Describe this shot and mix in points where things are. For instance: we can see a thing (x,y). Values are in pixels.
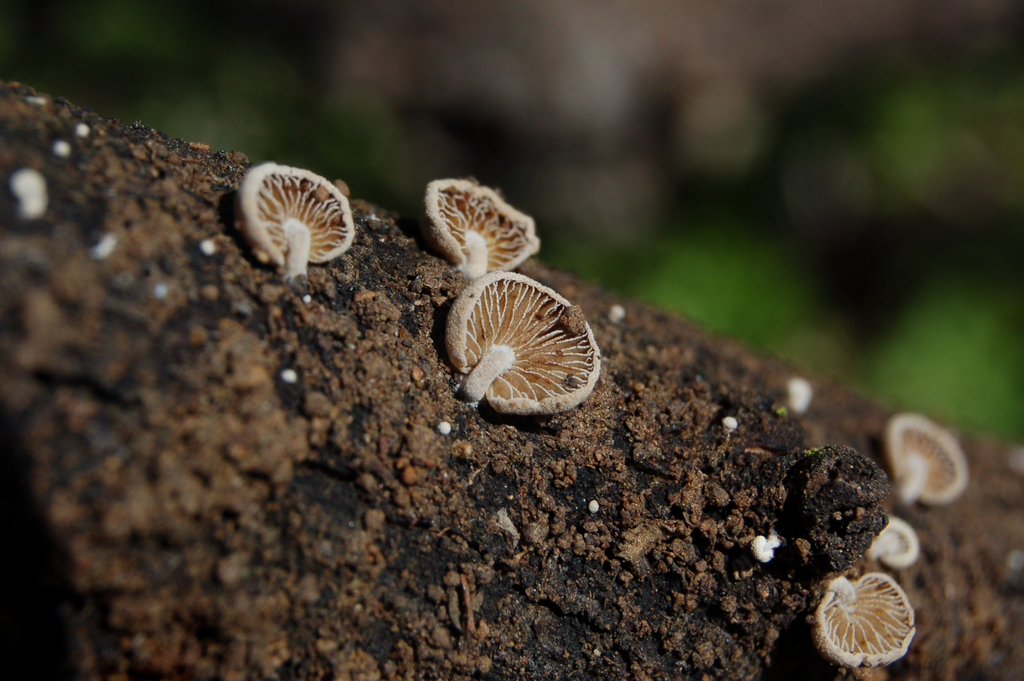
Here we can see mushrooms (245,203) on the ground (1011,642). In the background (600,188) the image is blur.
